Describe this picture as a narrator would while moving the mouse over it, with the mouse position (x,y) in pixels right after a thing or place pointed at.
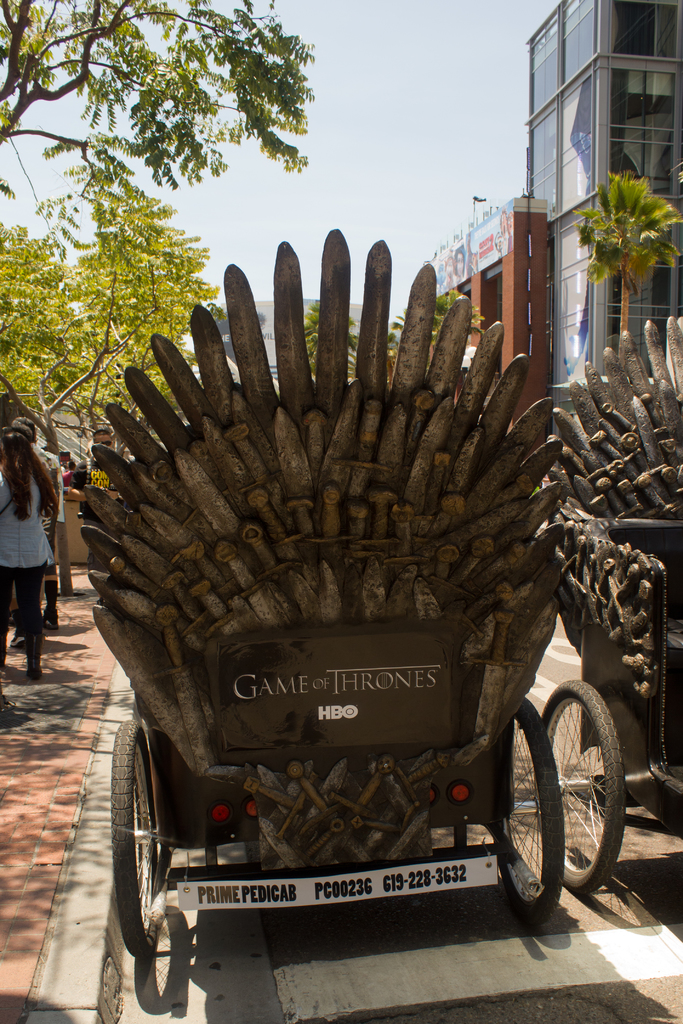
In this picture we can observe vehicles (240,609) on the road (175,934). In the left (55,775) there is a footpath (59,799) on which some people (38,527) were standing. In the right side (522,264) there is a building (567,260). We can observe some trees (101,243). In the background (377,166) there is a sky (397,162).
